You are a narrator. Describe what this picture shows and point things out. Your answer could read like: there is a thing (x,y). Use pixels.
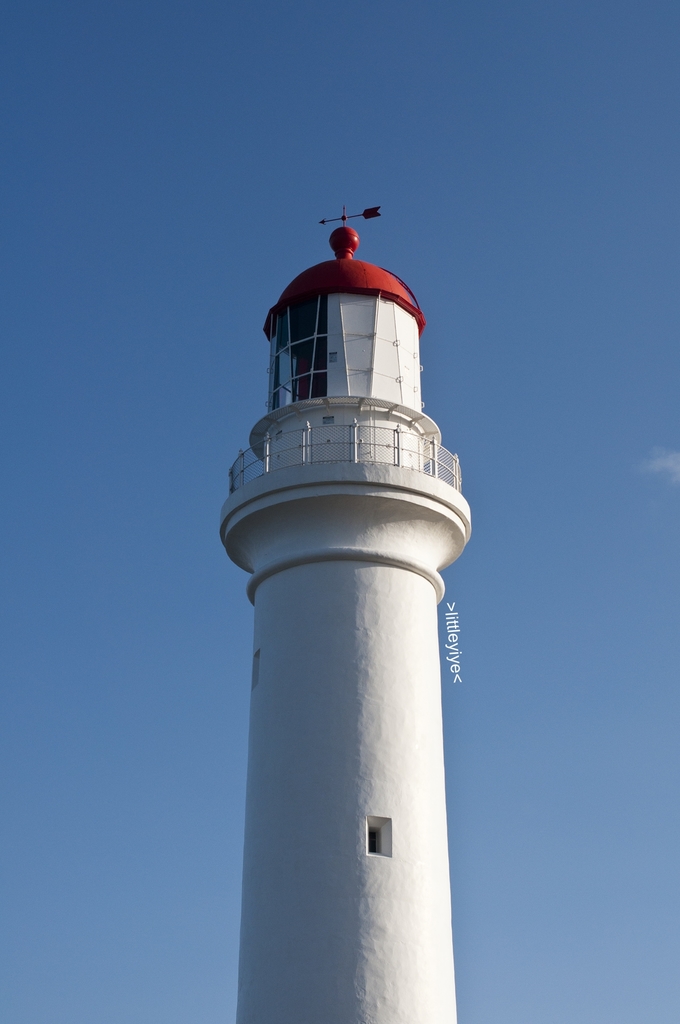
In this image we can see a lighthouse (372,677), there is a railing (333,428) and the compass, also we can see the sky (450,434).
